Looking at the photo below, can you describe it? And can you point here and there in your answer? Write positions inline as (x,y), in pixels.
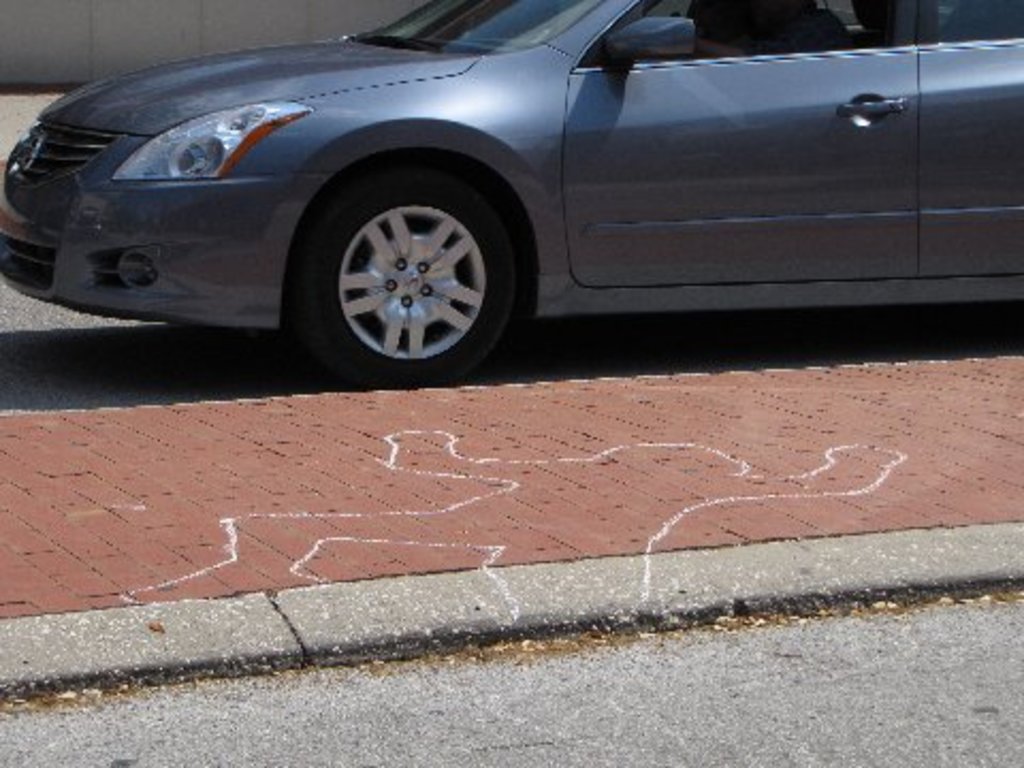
In this image there is a car (406,223) on the road (301,379). Bottom of the image (532,532) there is a pavement (639,444) having some painting (356,514) on it. Left top there is a wall (206,15). Bottom of the image (630,703) there is road (575,693).
